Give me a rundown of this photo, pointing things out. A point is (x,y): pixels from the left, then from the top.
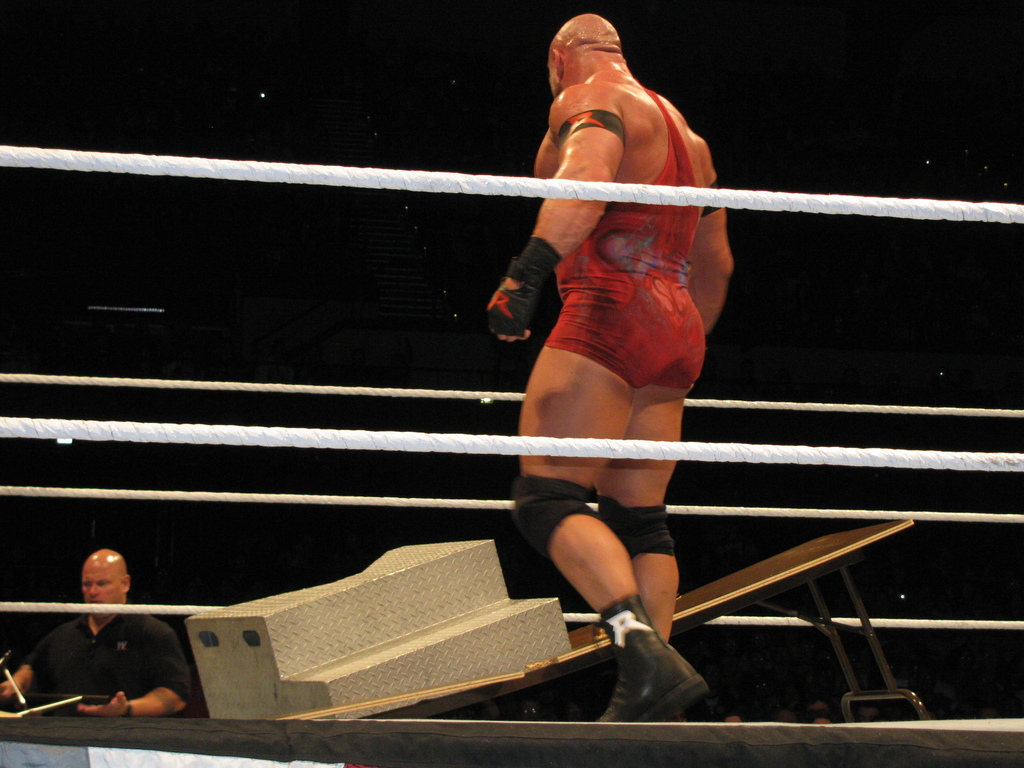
In this picture we can see a man (572,396) is standing on the stage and in front of the man (586,511) there is an object (304,604) and a person (74,664) is standing. Behind the people (606,262) there are ropes (624,202), lights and a dark background (977,286).
